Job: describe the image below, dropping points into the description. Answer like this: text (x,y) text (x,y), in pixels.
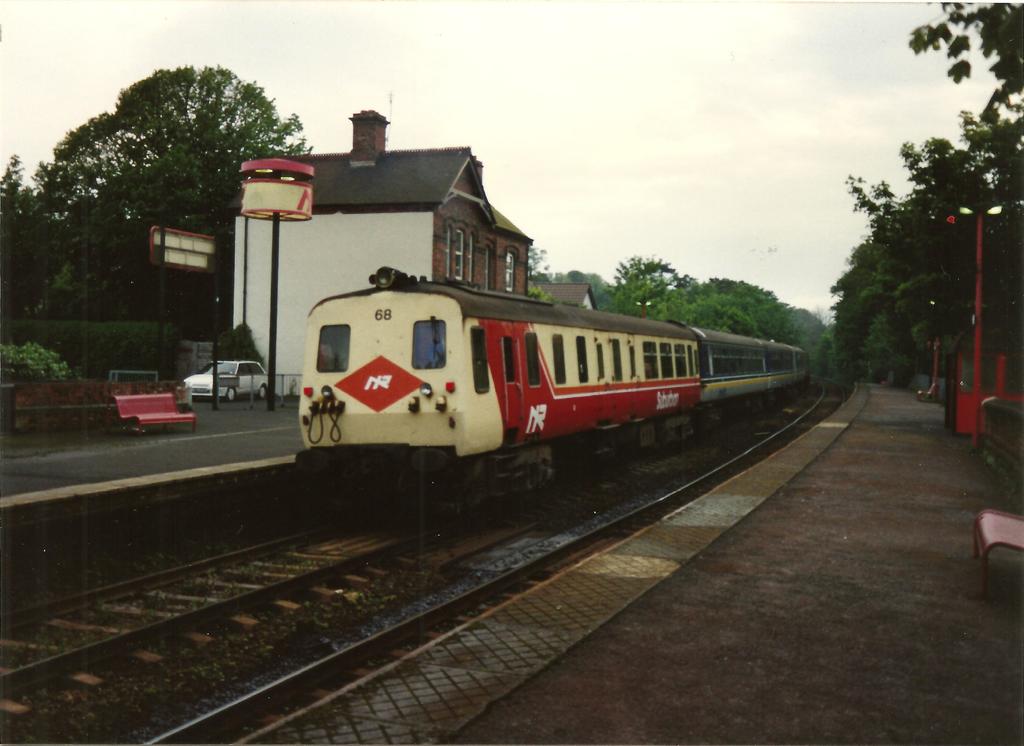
It is image I can see a train (481,380) on a railway track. In the background (333,288) I can see a building (320,278), trees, a bench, a car (193,392), railway platform (205,408) and the sky (648,168).
